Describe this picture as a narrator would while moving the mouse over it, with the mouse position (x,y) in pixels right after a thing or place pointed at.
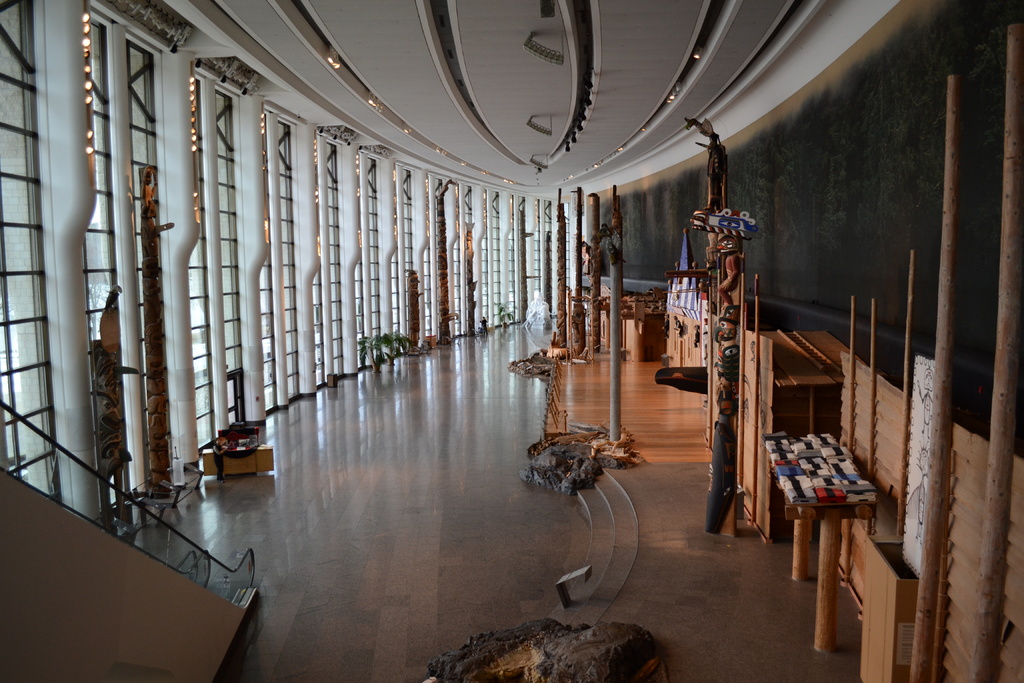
In this image there is a railing (157,543), ceiling (437,42), windows (377,255), plants (406,344), lights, poles (581,236), tables (837,590), wooden floor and objects (508,643).
